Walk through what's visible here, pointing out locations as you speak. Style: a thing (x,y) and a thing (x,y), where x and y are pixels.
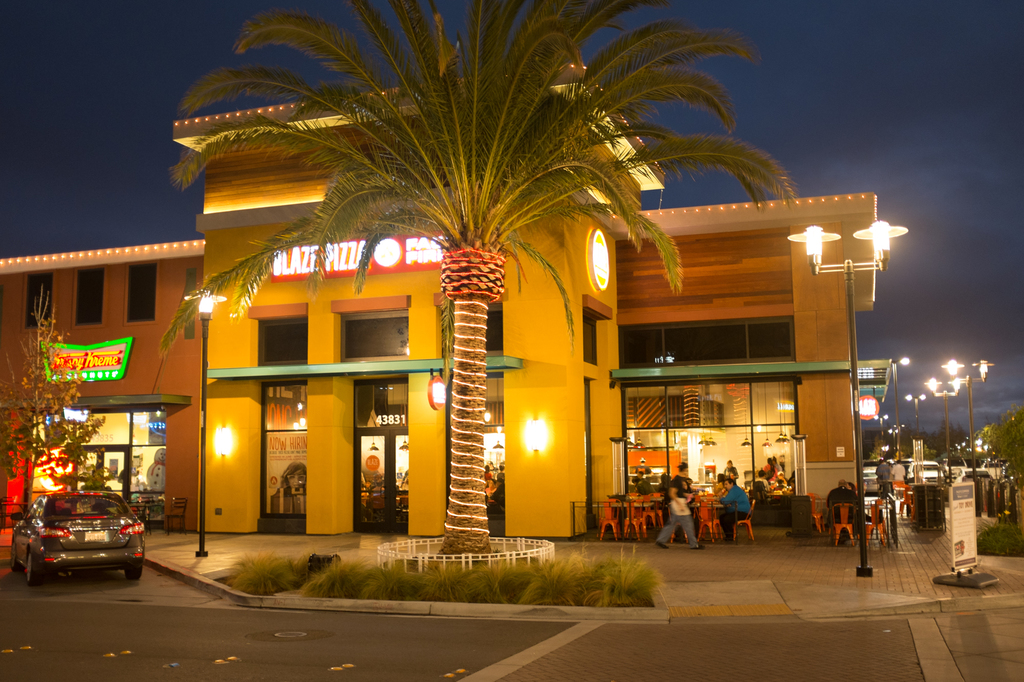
In this image I can see group of people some are walking and some are sitting. In front (63,551) I can see a car (80,546) in gray color, background (759,251) I can see few trees (457,255) in green color, a building (516,327) in orange color, few light poles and the sky (835,73) is in blue color.
